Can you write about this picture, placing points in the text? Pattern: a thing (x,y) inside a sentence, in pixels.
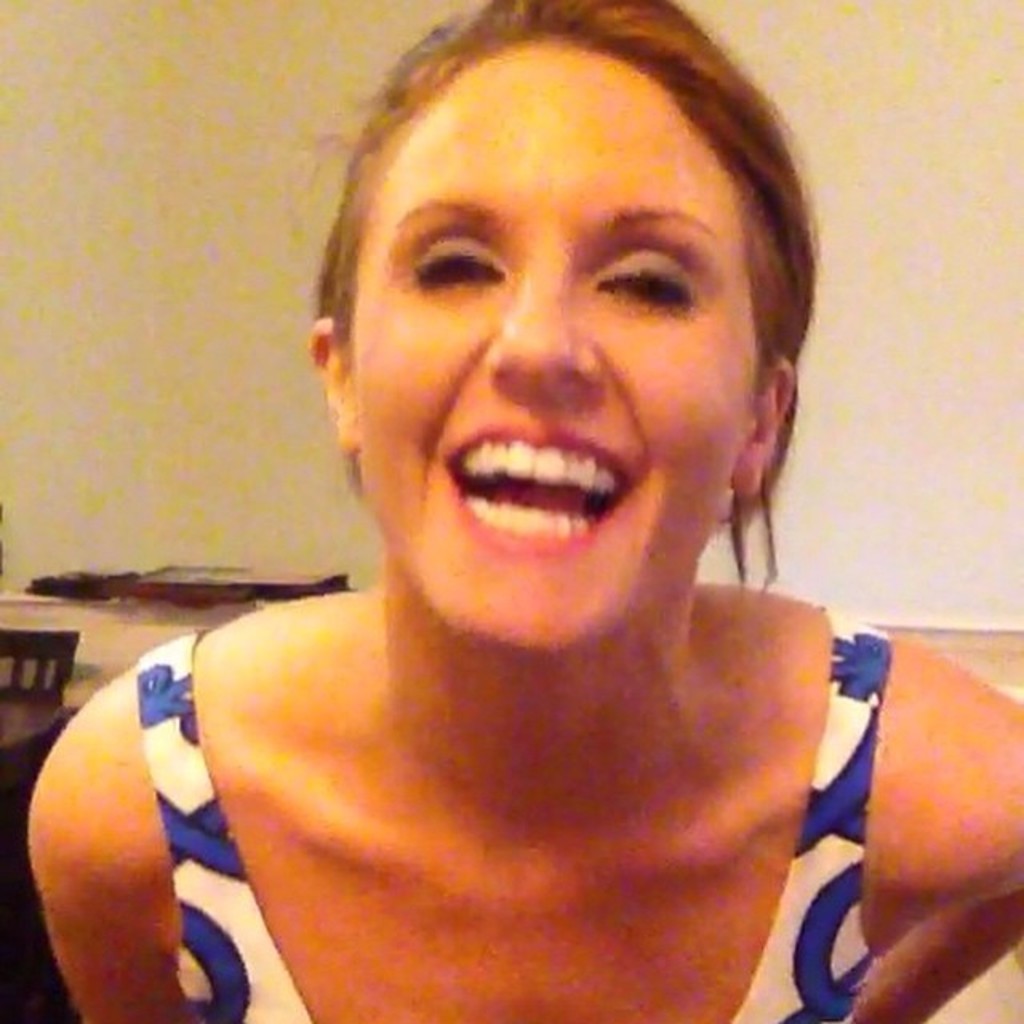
In this image in the center (485,668) there is a woman (473,755) smiling. On the left side (22,715) there is an object (40,713) which is brown in colour.
